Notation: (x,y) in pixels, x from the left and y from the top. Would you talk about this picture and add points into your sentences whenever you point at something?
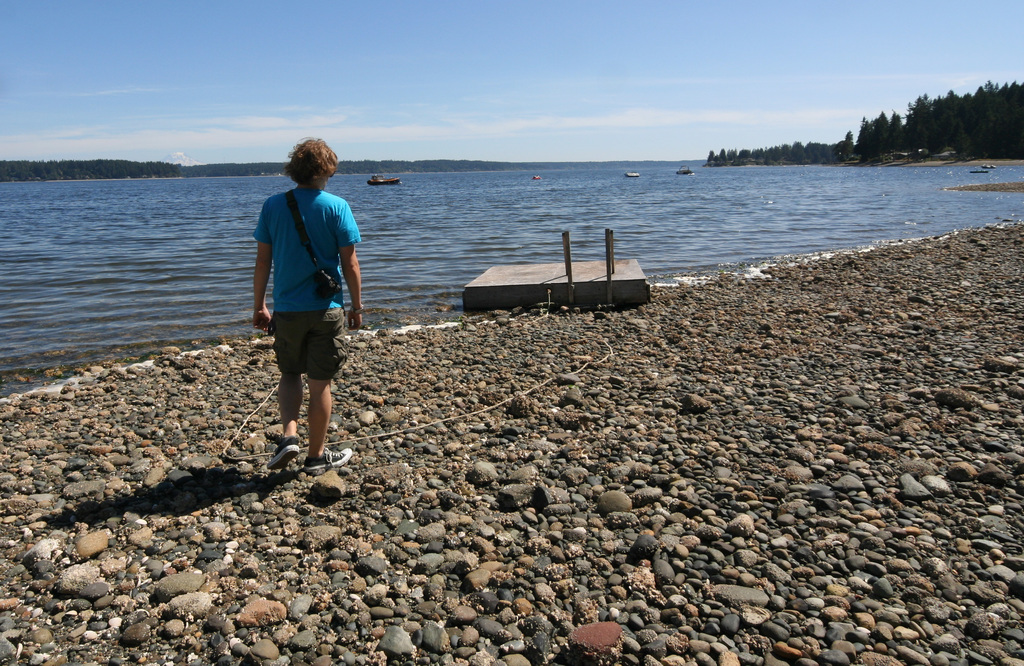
The man (263,237) in blue T-shirt (301,271) is standing at the sea shore (480,467). Beside him, we see water (208,229) and this water (428,188) might be in the sea (547,198). At the bottom of the picture (463,456), we see the stones (268,344). There are trees (1010,141) in the background (792,160). At the top of the picture (419,70), we see the sky (304,88).
